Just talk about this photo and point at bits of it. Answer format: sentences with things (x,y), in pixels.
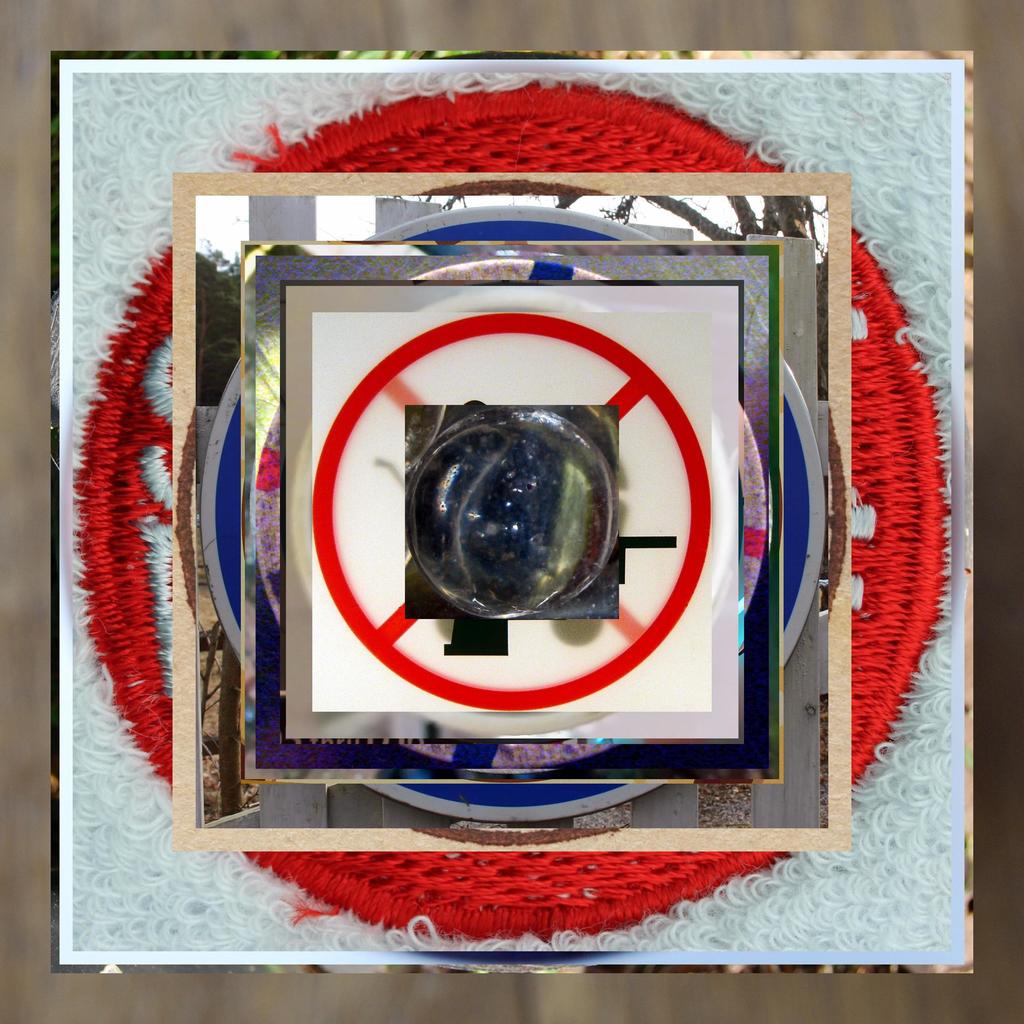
In this image there is a glass material (447,583) and in the middle of the image (506,484) there is a marble (514,534), which is transparent in color and there is a circle (583,687). At the bottom of the image (898,852) there is a woolen cloth (667,923) which is white in color. In the background (114,560) there is another cloth (140,696) which is red in color.
